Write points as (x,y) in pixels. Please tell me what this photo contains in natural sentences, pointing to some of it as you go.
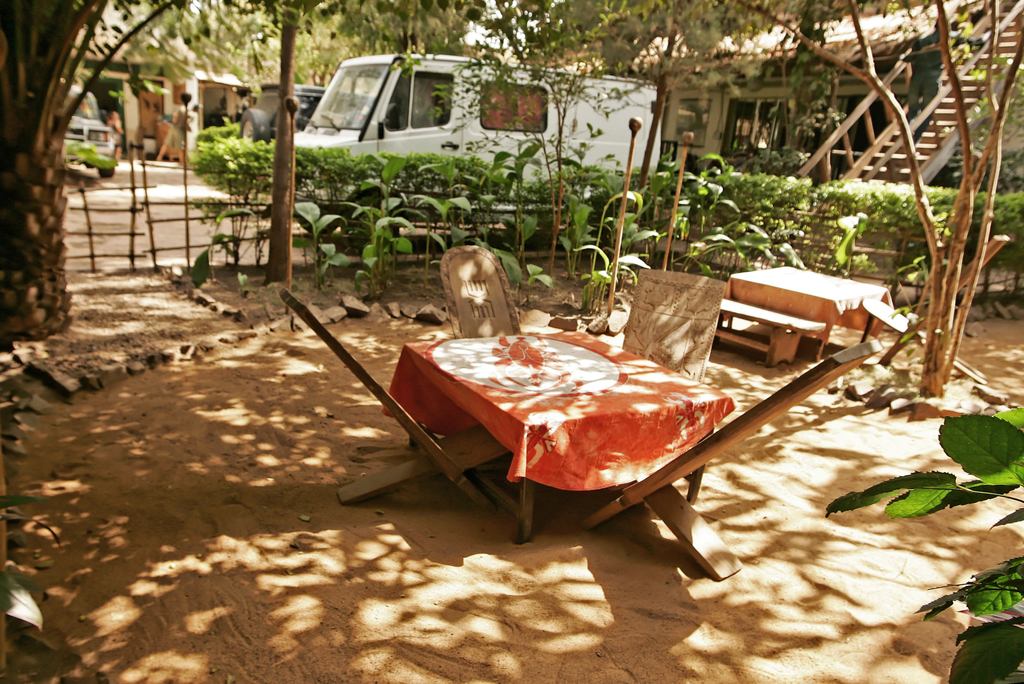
In this image in the middle (635,449), there is a table (627,456) on that there is a cloth (562,400), around that there are four chairs (686,366). On the right (977,445) there are plants (970,491). In the background (582,147) there are plants (527,193), vehicles (500,151), trees (65,51), houses (869,118) and land (220,307).
